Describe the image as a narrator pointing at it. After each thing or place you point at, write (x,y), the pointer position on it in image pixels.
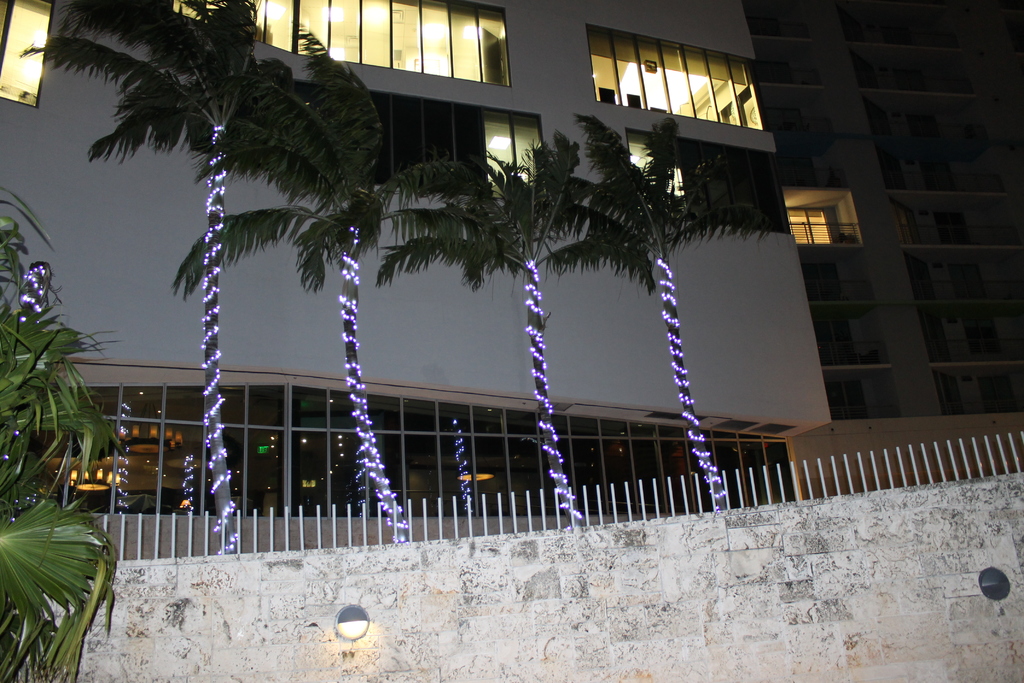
In this image there is a wall (992,641) to that wall (972,497) there are small poles (139,525), in the background (539,517) there are trees (698,426), buildings (947,347) to that trees (221,470) there are lighting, on the left (56,585) there is a tree (32,557).
